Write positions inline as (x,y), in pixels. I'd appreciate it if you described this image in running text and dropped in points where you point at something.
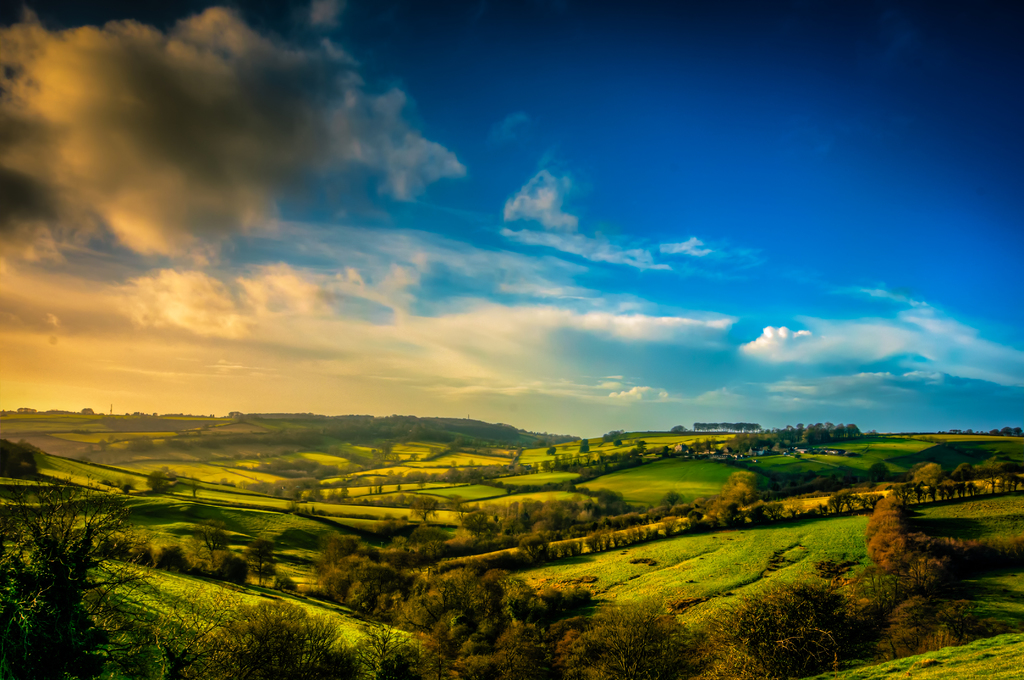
In this image we can see trees (429,594), valley (519,514), grass (662,570). At the top of the image (330,109) there is sky (450,113) and clouds (405,189).
